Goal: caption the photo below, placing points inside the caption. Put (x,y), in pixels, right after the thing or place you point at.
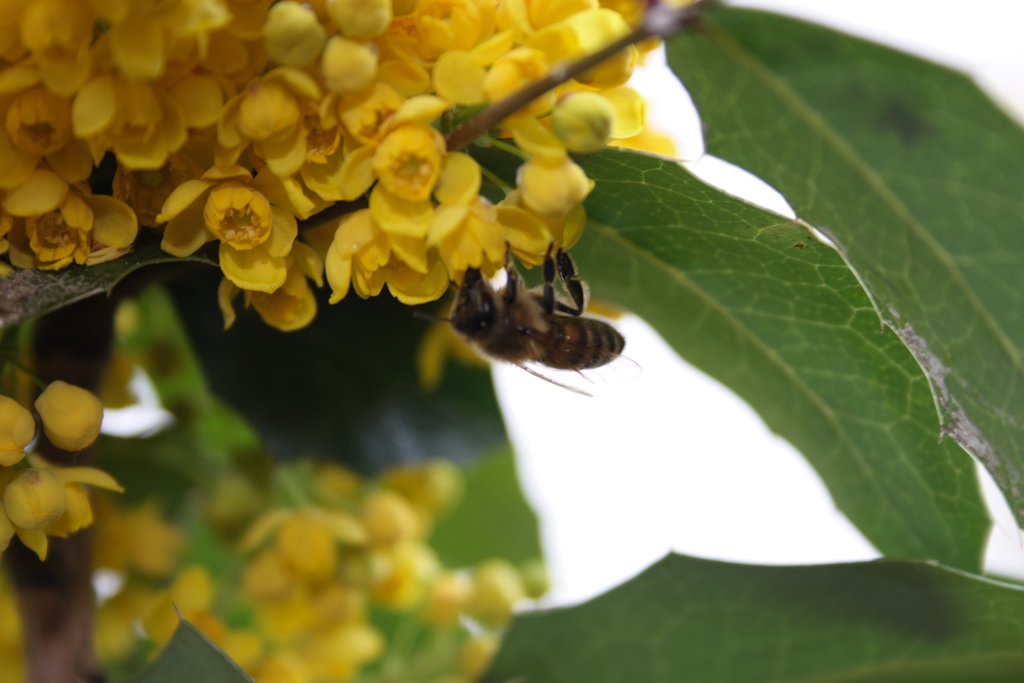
In this image there are flowers (570,236) and we can see a bee (525,342) on the flowers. There are leaves (807,312). In the background (765,468) we can see sky (646,462).
